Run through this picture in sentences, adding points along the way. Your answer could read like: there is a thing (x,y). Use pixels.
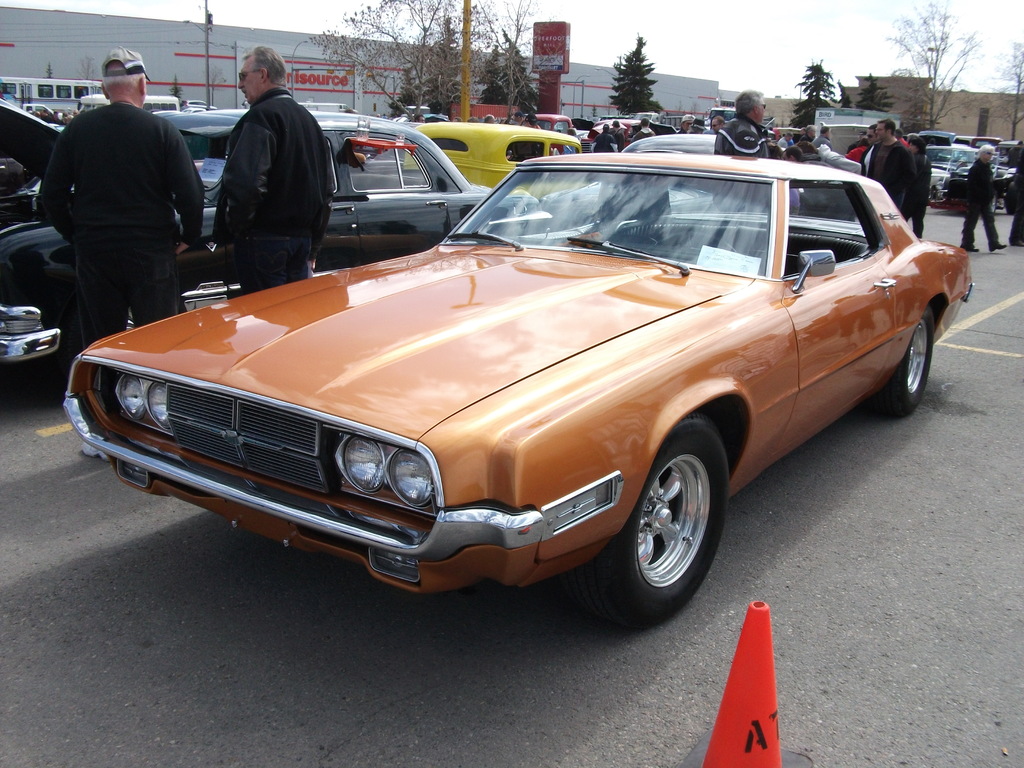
In this picture I can see the road (120,747) on which there are number of cars (494,162) and number of people (56,182). I can also see a traffic cone (743,717) on the bottom of this picture (734,676). In the background (68,17) I can see the buildings (318,56), trees (434,80), few poles (542,72) and the sky (1016,32).
